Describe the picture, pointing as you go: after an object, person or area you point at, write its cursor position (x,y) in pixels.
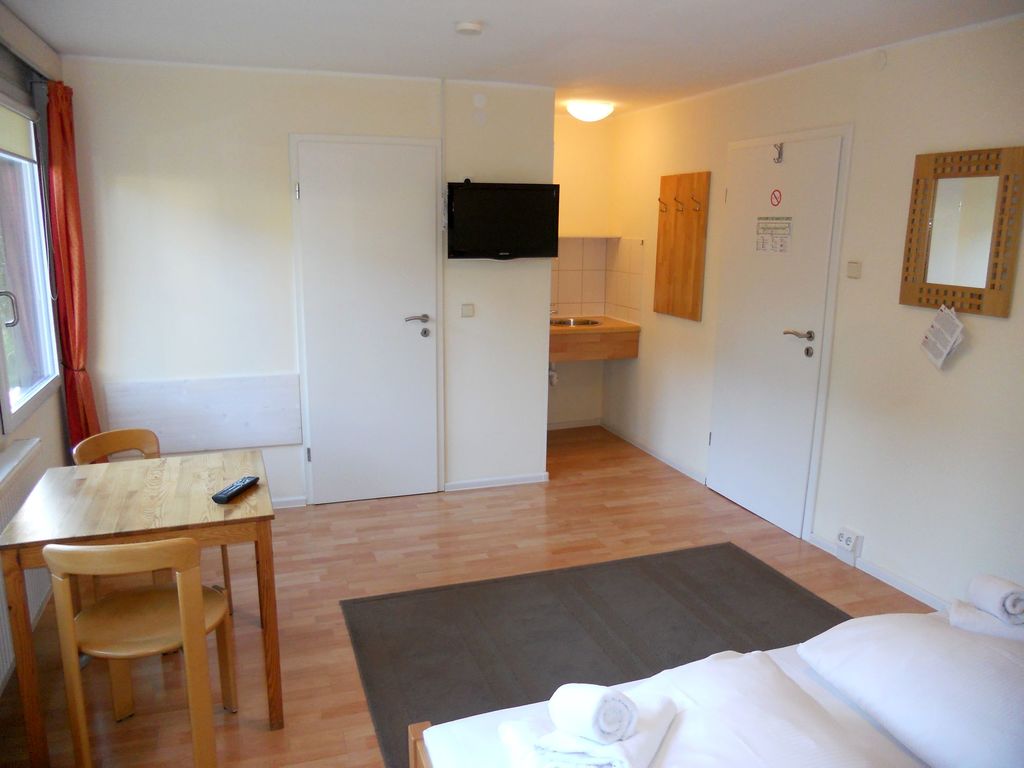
In this image we can see the interior view of a room (626,486) where there are some clothes (755,714) on the bed (699,702), a floor mat (474,619), a remote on the table (189,523), two chairs (185,538), a window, a curtain (68,150) to the pole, wash basin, posters (781,234) on one of the doors (389,306), there is a TV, mirror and a wooden frame (665,300) attached to the wall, there is a light (597,104) and a white color object (469,31) to the roof (462,20).
